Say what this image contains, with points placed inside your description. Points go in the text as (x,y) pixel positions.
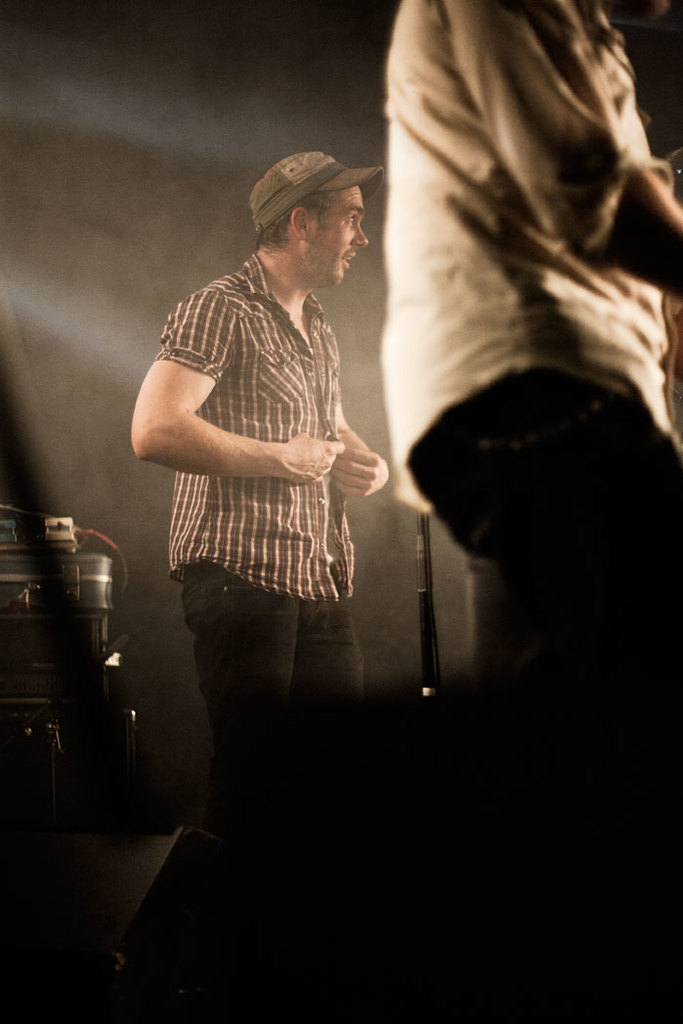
In this image I can see a person (469,326) wearing shirt (512,287) and pant (507,466) is standing and another person (305,440) wearing cap (260,208), shirt (267,381) and pant (223,650) is standing. I can see a microphone (427,641) in front of him. In the background (166,573) I can see some equipment (89,604) and the dark background (142,575).
